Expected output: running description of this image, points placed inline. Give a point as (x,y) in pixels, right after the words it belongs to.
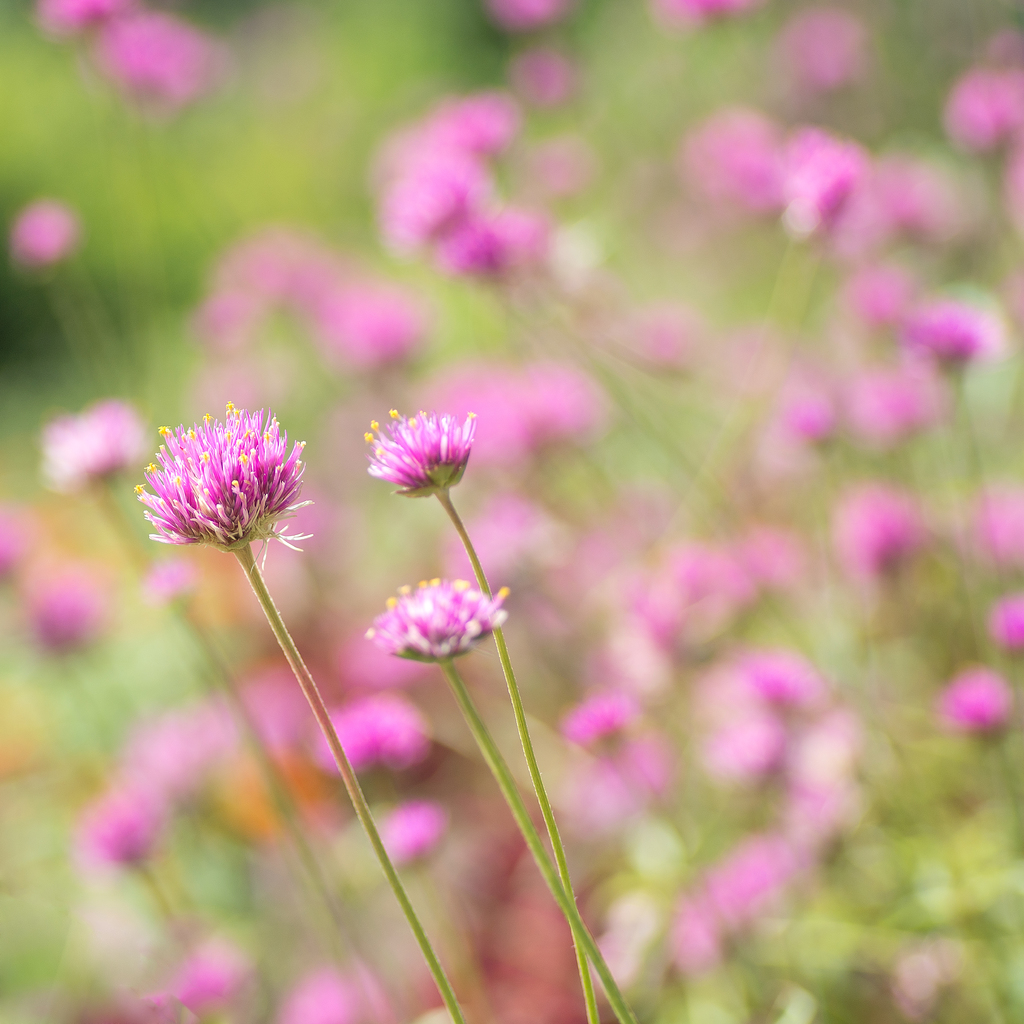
In the image we can see flowers (290,497), pink in color. This is a stem (282,634) of the flower (234,544) and the background (338,202) is blurred.
